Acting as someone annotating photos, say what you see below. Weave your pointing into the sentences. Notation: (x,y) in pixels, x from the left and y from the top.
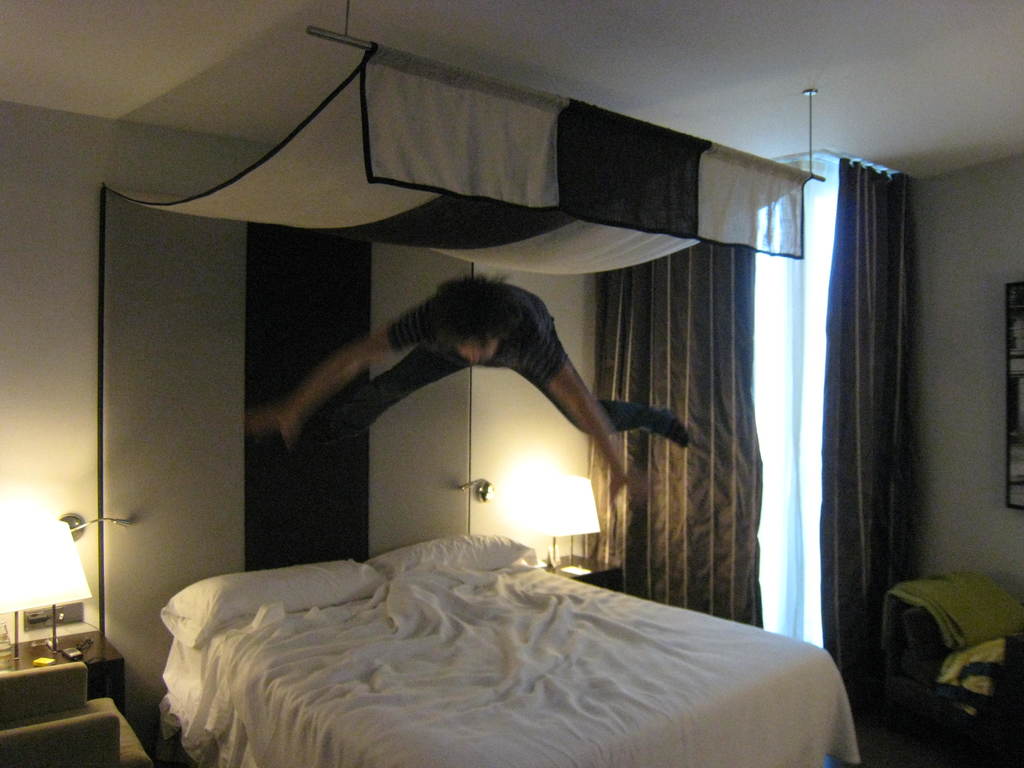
In this image we can see a person (431,346) jumping on the bed (527,668), there are pillows (368,589) on the bed (432,675), there are tables (592,574) on both side of the bed (622,621) and on the tables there are lamps (571,511) and few objects (569,571), there is a chair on the left side (129,722), there is an object (941,710) look like chair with clothes (961,618) and there is a picture frame (1008,478) to the wall (993,475) and curtains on the right side (783,484) and a rod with a curtain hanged to the ceiling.
